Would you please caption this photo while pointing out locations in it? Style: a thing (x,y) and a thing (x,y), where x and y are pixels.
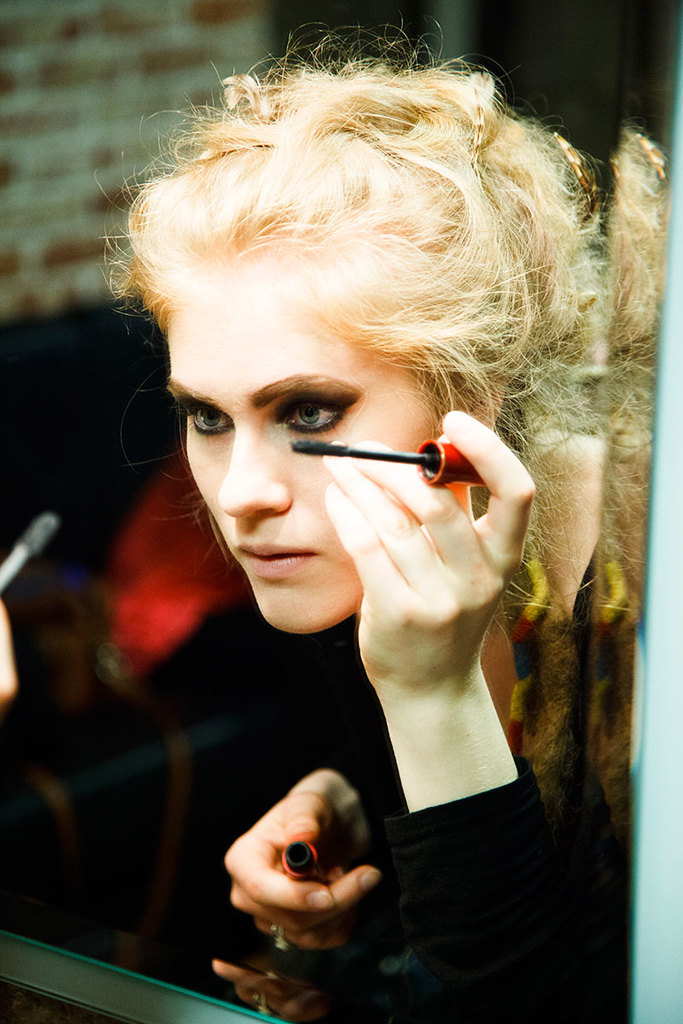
In this image, We can see a woman (538,358) standing in front of mirror (282,169) and holding cosmetic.
